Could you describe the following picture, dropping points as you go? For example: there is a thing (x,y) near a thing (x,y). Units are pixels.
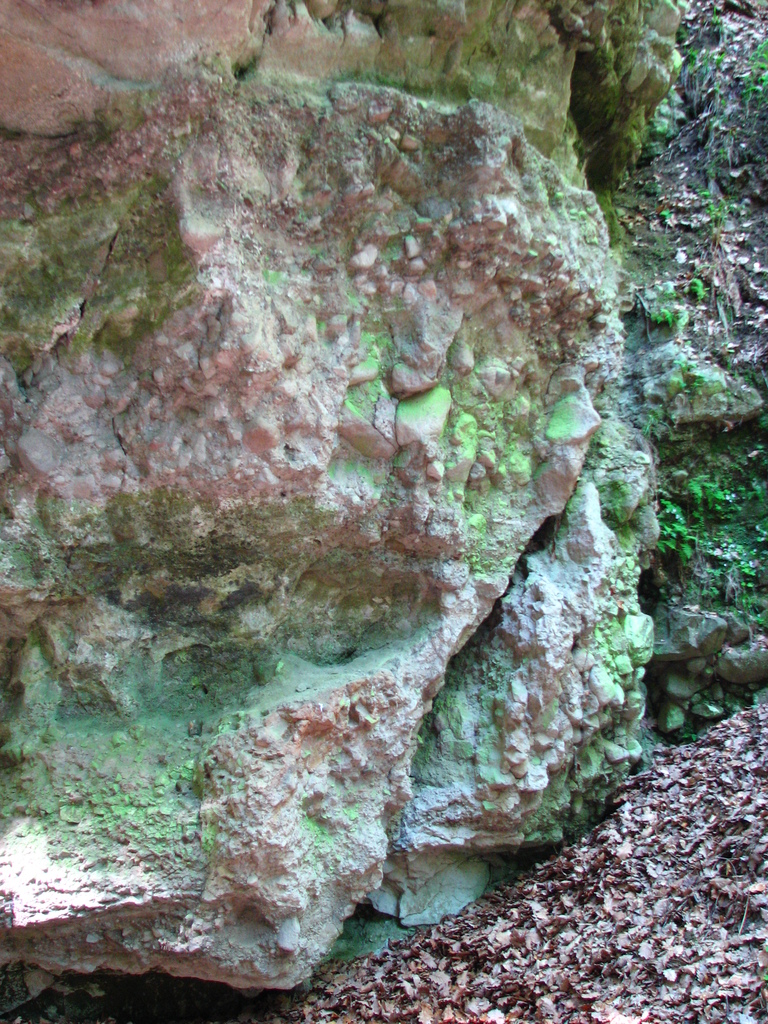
In this image we can see rocks (390,329), leaves (756,789), also we can see the grass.
